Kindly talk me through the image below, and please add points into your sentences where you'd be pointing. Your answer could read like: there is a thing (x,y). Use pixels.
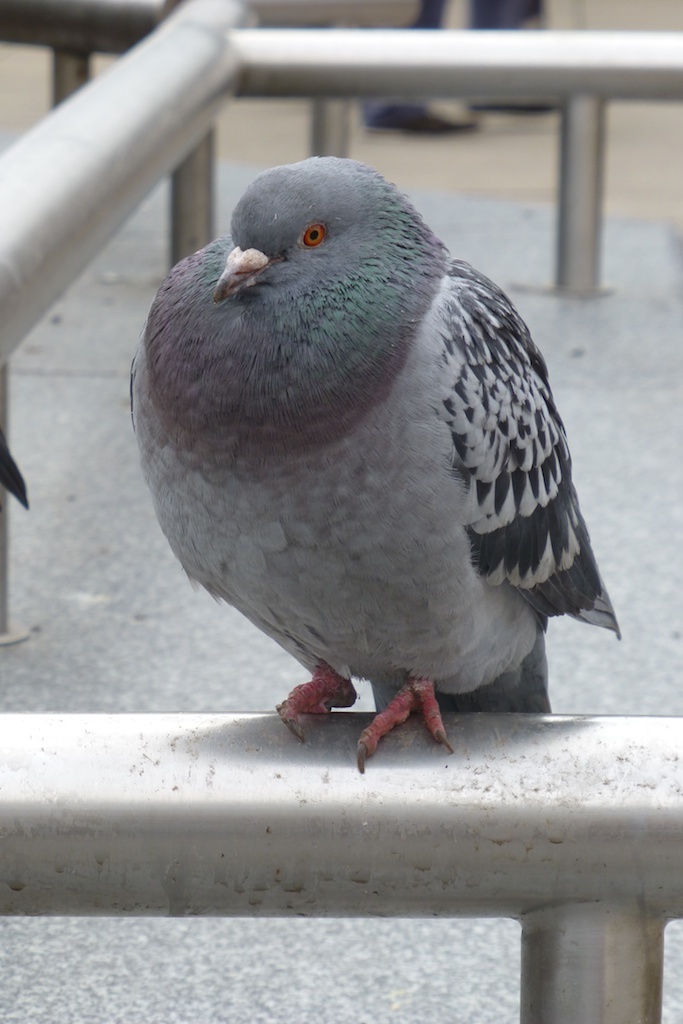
In this picture we can see a bird (319,659) here, we can see some rods (351,72) here.
